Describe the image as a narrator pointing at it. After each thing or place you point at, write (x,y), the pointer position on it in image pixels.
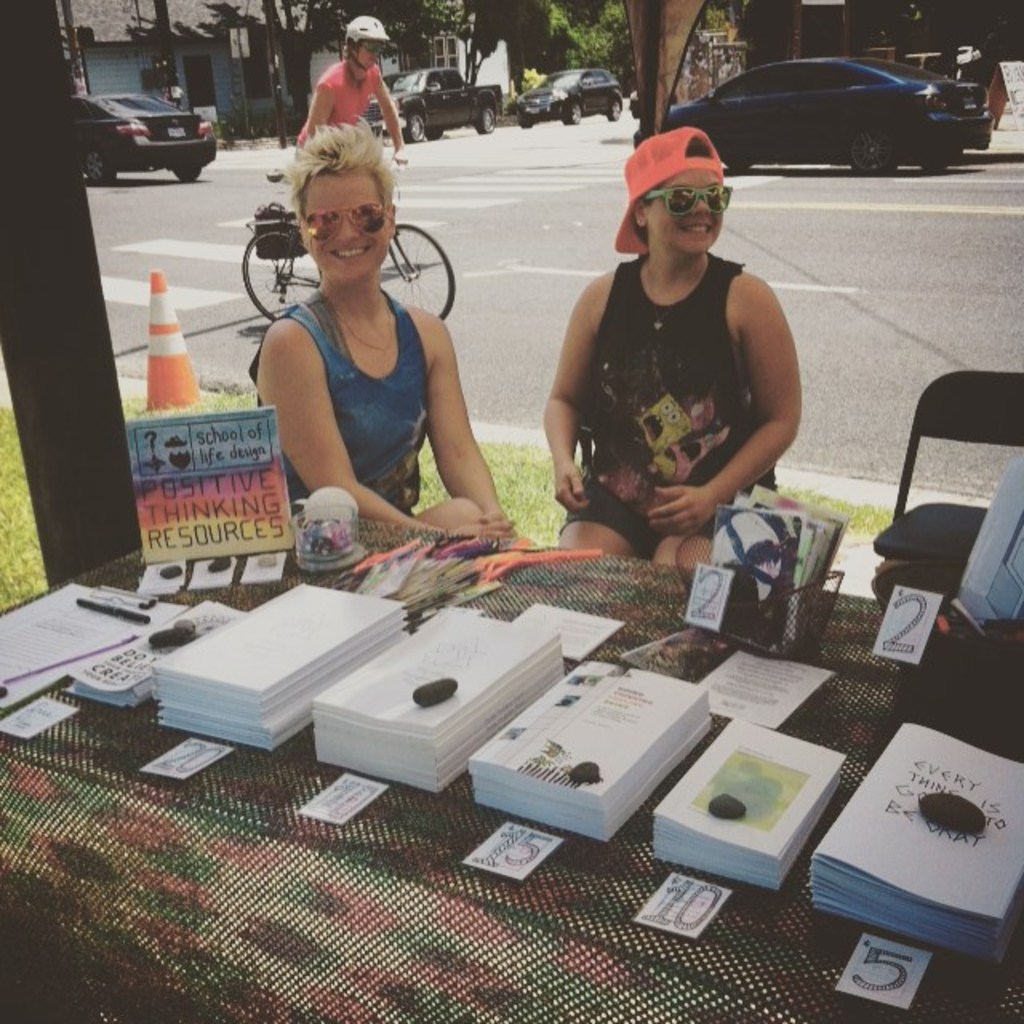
Two women (663,508) are sitting on the chairs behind them there is road (534,273) and there are some cars (709,114) trees (572,65).
